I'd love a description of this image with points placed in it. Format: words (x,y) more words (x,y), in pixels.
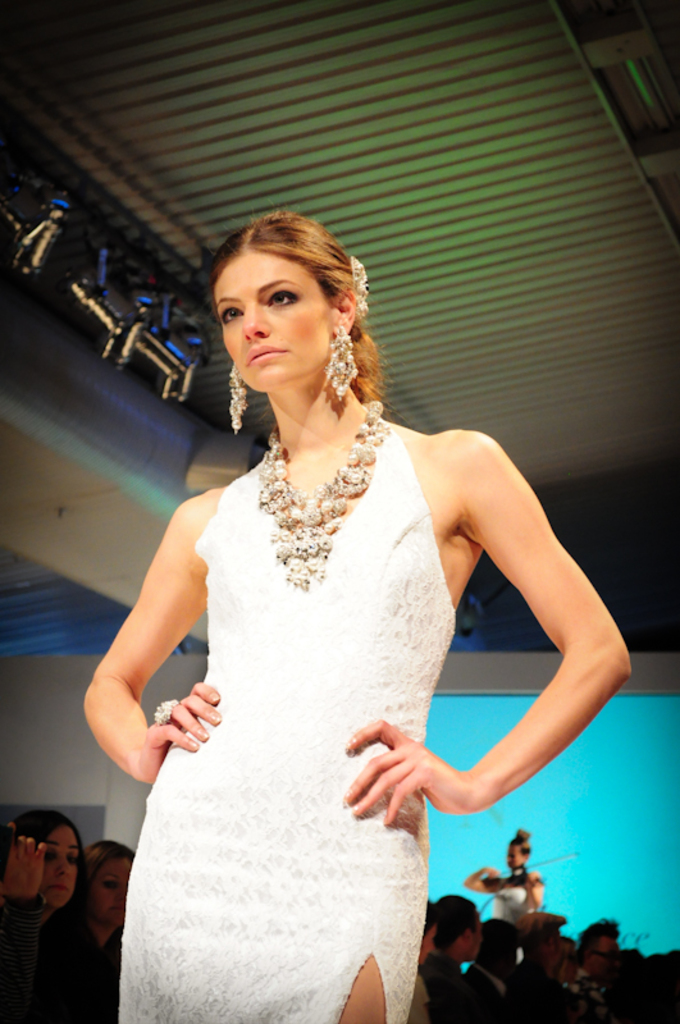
A woman (260,733) is standing wearing a white dress (309,733), necklace (306,528) and earrings (333,388). There are other people (550,957) at the back (5,995) and a person (476,888) is playing violin (502,875) at the back (581,851) and there is a blue background (550,867).
